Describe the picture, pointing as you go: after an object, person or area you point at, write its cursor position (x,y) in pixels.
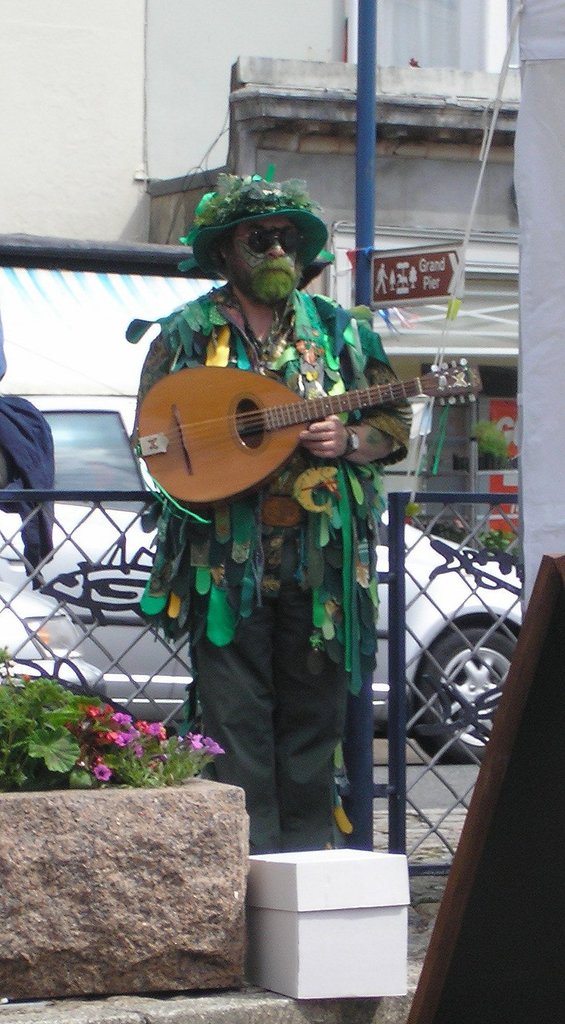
In this picture we can see man (266,345) wore cap (290,191), goggle (285,243) holding guitar (252,402) in his hand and in front of him we can see flowers (28,725), box (333,944) and at back of him we can see fence (36,511), car (80,438), building (139,119), pole (361,22), sign board (430,268).
